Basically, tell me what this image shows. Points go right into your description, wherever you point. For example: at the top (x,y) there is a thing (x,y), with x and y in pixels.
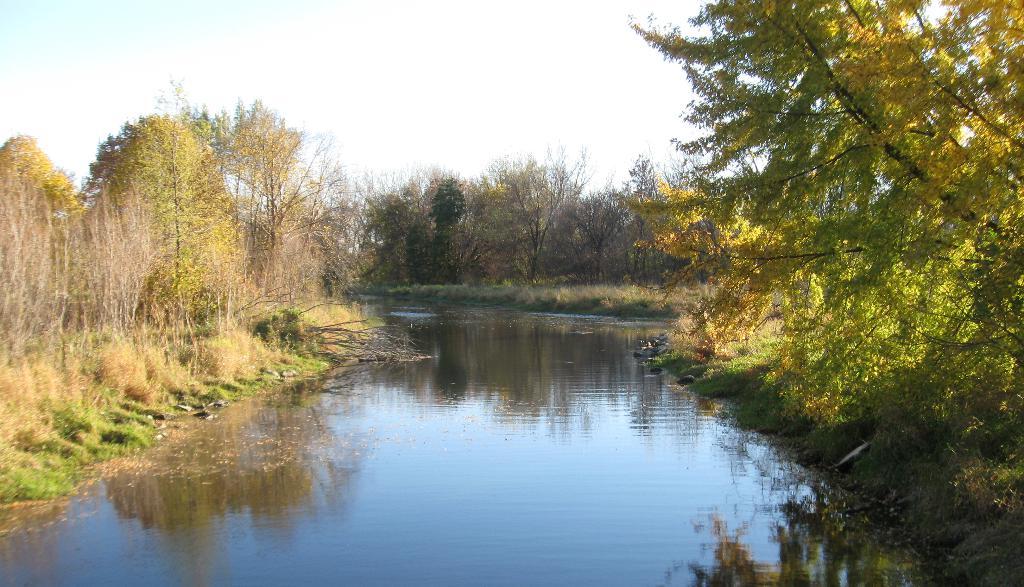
In the center of the image (358,241) we can see the sky (391,84), clouds (450,98), trees (485,200), plants (881,453), grass (70,363), water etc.
